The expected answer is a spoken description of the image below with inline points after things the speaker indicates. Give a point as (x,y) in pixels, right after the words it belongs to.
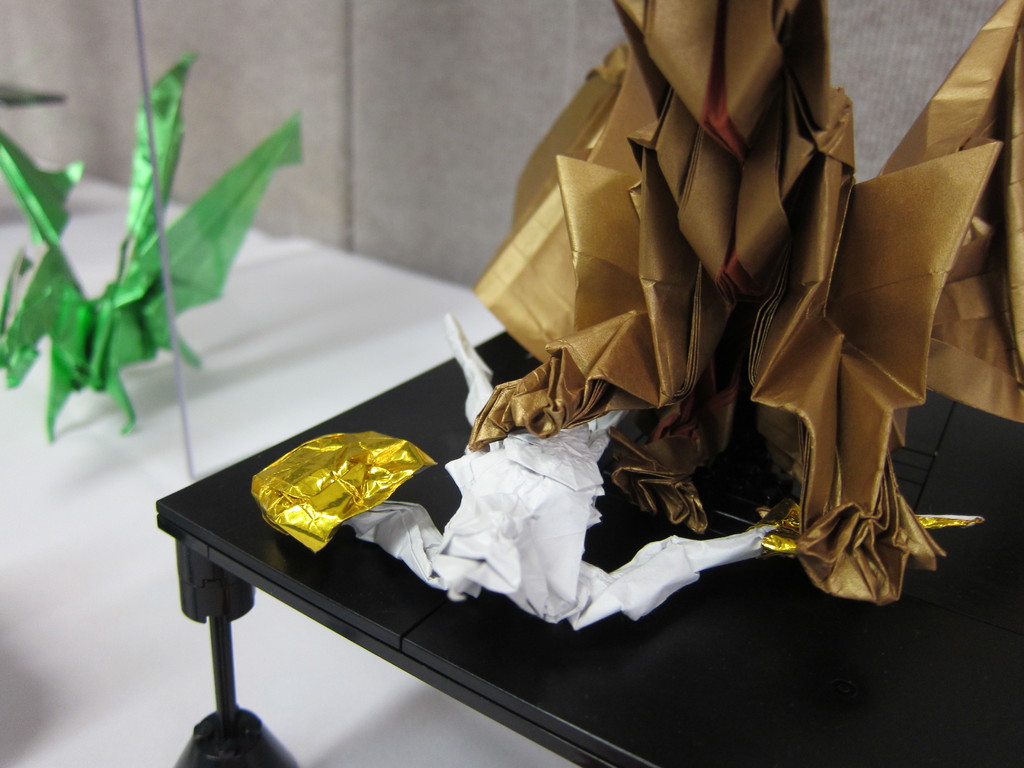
In the foreground of this image (775,520), we can see paper crafts (368,462) on a black table (758,706) which is placed on a white table (79,602). In the background (70,315), we can see a glass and another paper craft (79,325) placed on the white table (58,428).
